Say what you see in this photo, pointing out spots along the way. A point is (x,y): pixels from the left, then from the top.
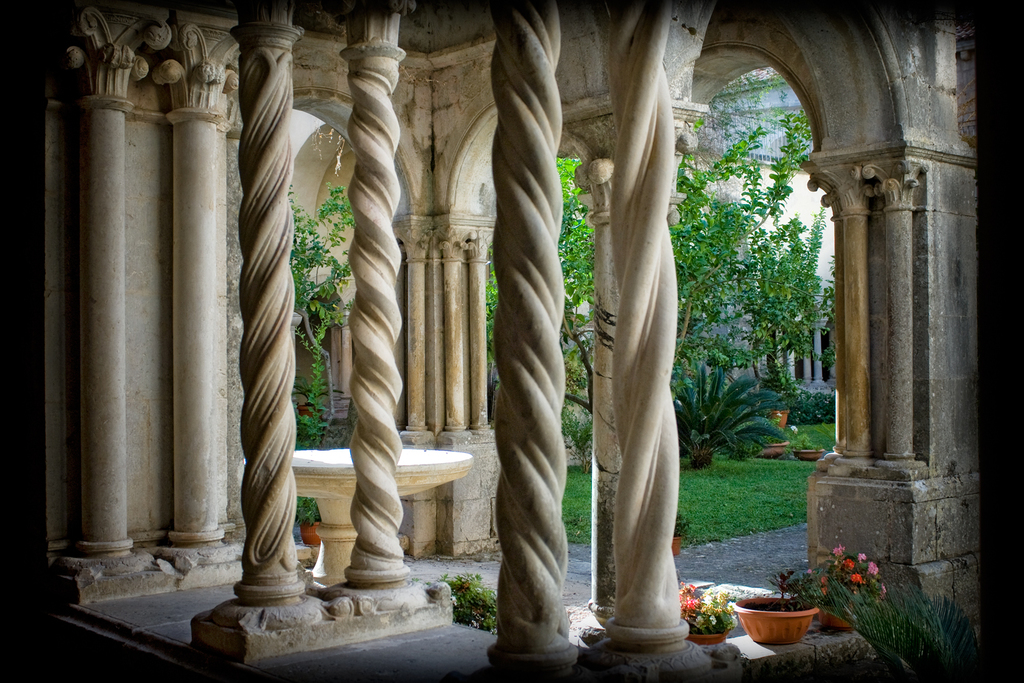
In this picture we can observe pillars (607,348). There are some plants (686,614) placed on the floor (747,589). We can observe some grass (736,493) on the ground (736,493). In the background (684,245) there are trees (755,279) and a building (761,186).
